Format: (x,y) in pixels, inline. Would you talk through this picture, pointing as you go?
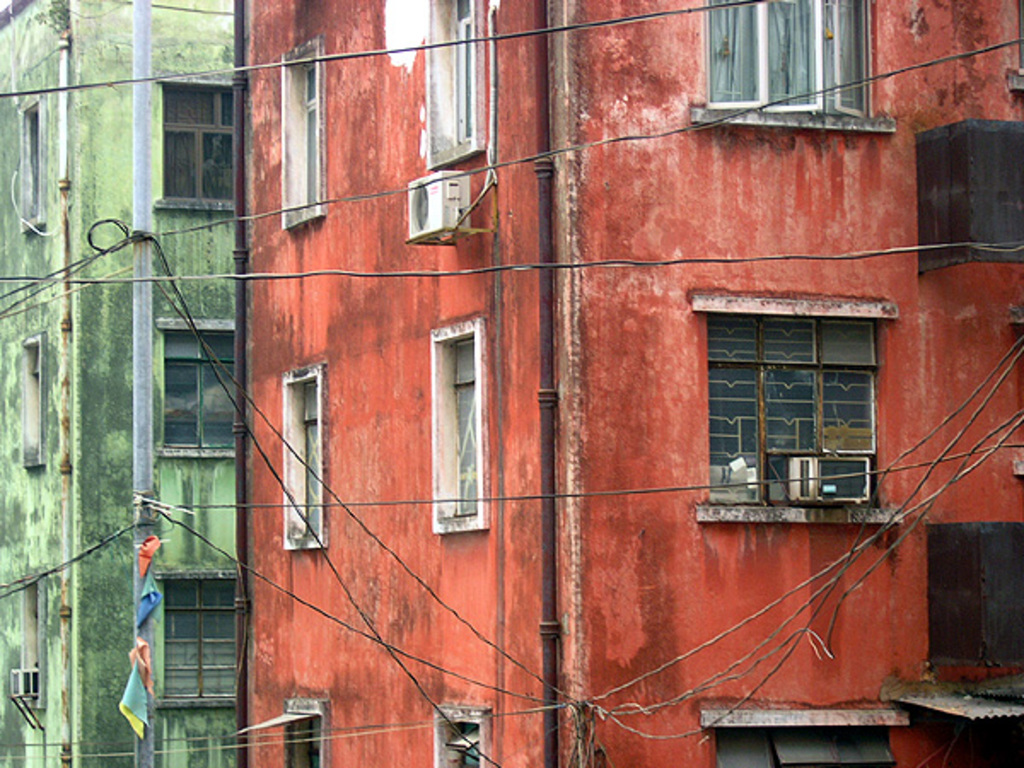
In the foreground of the picture (157,237) there are cables (36,230). In the background (359,408) there are buildings (337,245), windows (300,383), pipes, air conditioners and a pole (133,76).
